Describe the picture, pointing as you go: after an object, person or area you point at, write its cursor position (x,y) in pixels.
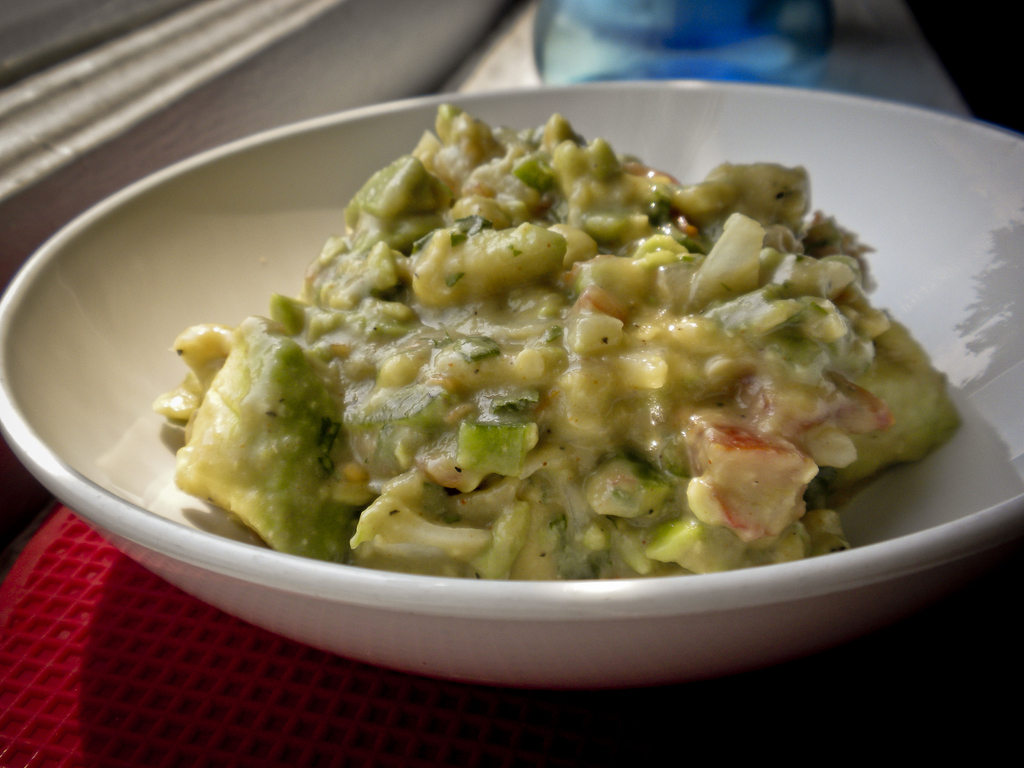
In this image we can see a food item (584,298) in a bowl (361,635), which is kept on a surface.
